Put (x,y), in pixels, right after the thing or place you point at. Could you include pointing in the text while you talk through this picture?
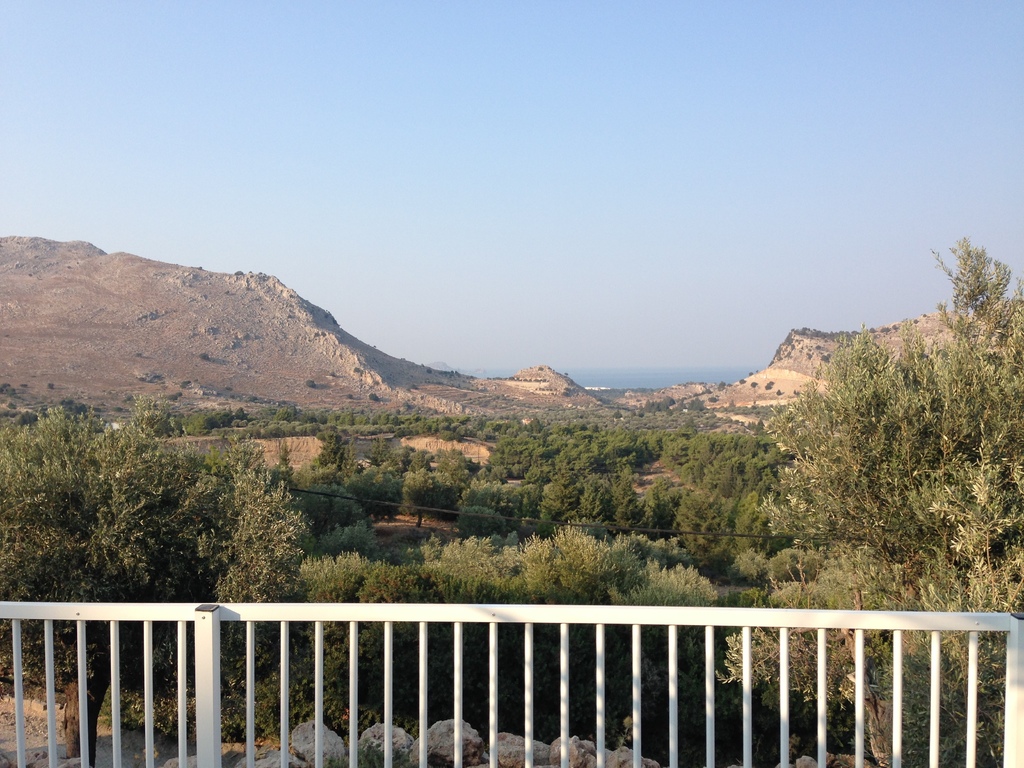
In this image I can see few stones (463,724) and the railing (146,647) in the front (566,735). In the background (904,457) I can see number of trees (947,534), a wire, mountains (207,398) and the sky (574,227).
